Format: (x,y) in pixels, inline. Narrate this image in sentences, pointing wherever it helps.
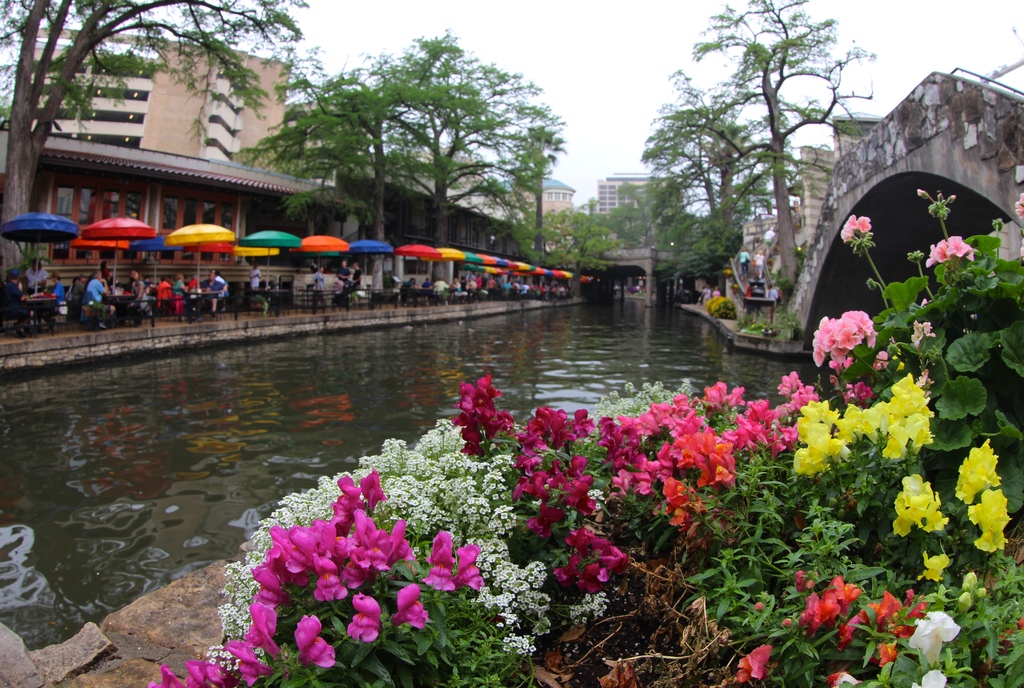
In the image there are many plants (501,607) in the right side (736,545) and in the middle (626,315) there is a canal (301,462) and on the left side (73,309) it seems to be a restaurant (90,305) with many people (72,291) sitting around chairs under umbrella (152,229) in front of building (465,232) with trees (454,205) in the background (625,229) and above its sky (687,37).
